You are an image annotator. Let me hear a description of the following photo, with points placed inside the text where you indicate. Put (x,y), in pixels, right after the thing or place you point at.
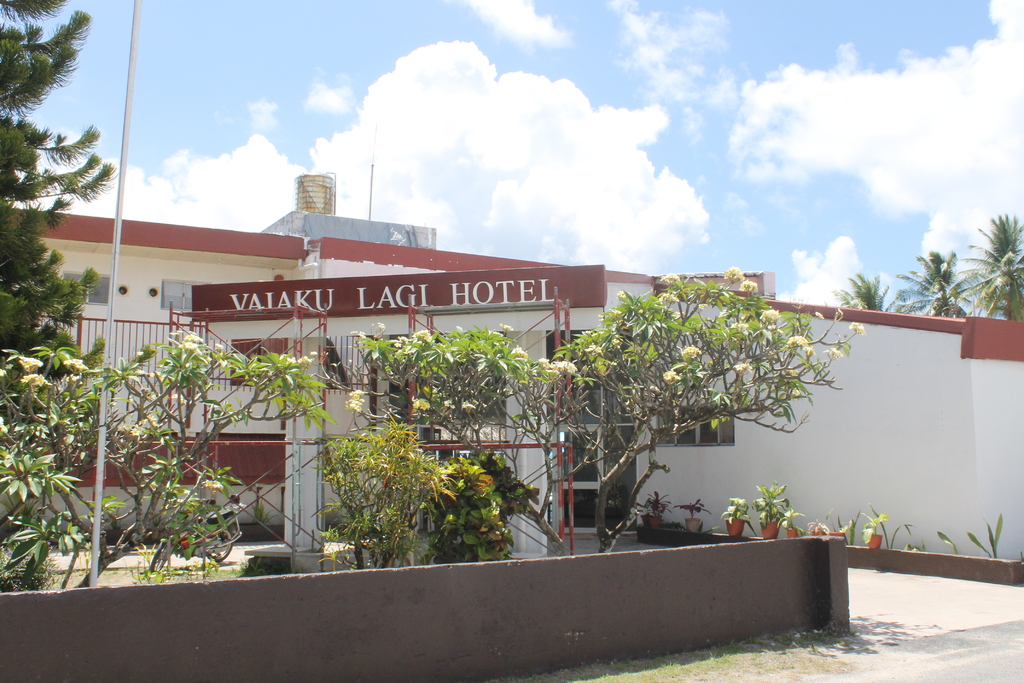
In the left side (126,365) there are green trees (273,377), in the middle (488,258) it is a hotel (219,297) which is in white color. At the top (570,73) it's a sunny sky (545,122).
